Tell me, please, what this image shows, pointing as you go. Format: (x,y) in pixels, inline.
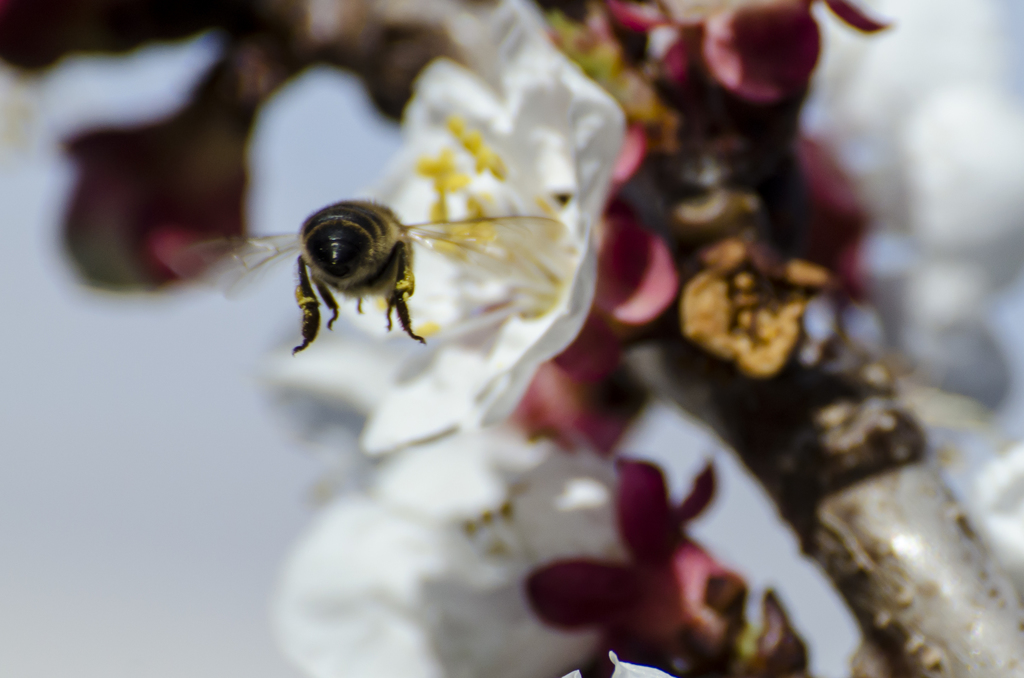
On the right side (751,426) there is a stem (919,558) along with the flowers (529,334). In the middle of the image (412,266) there is bee (382,226). The background (120,600) is blurred.
